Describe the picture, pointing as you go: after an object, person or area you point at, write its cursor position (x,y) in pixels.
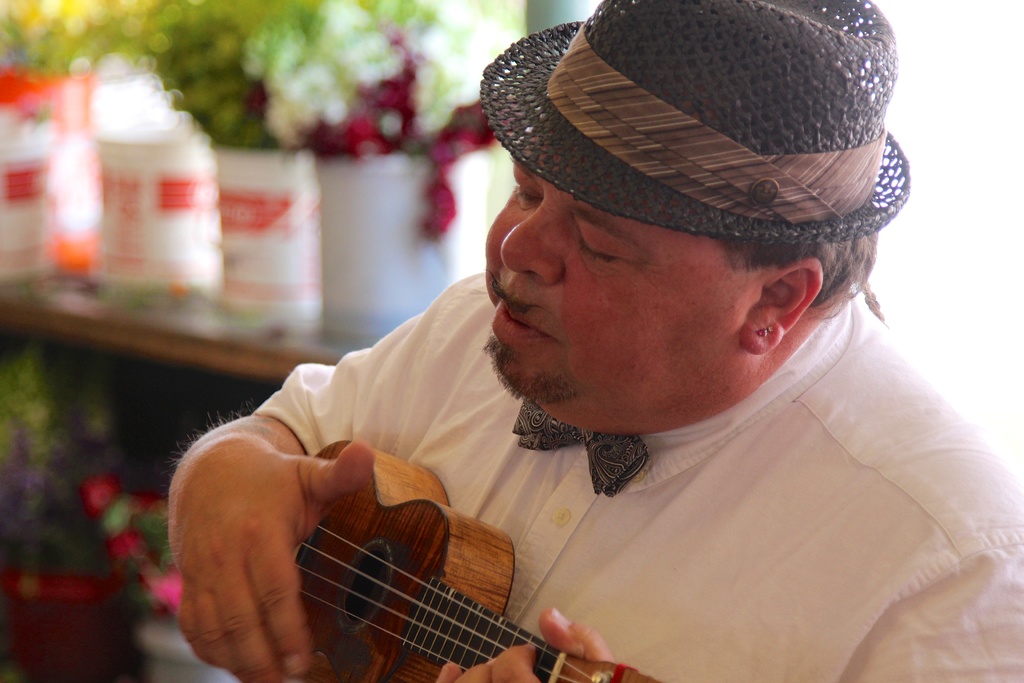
This image consists of a person (570,444) who is playing guitar (373,589). He has a hat (734,190). There are plants (18,32) on the left side (315,10). He is wearing white dress (654,460).
